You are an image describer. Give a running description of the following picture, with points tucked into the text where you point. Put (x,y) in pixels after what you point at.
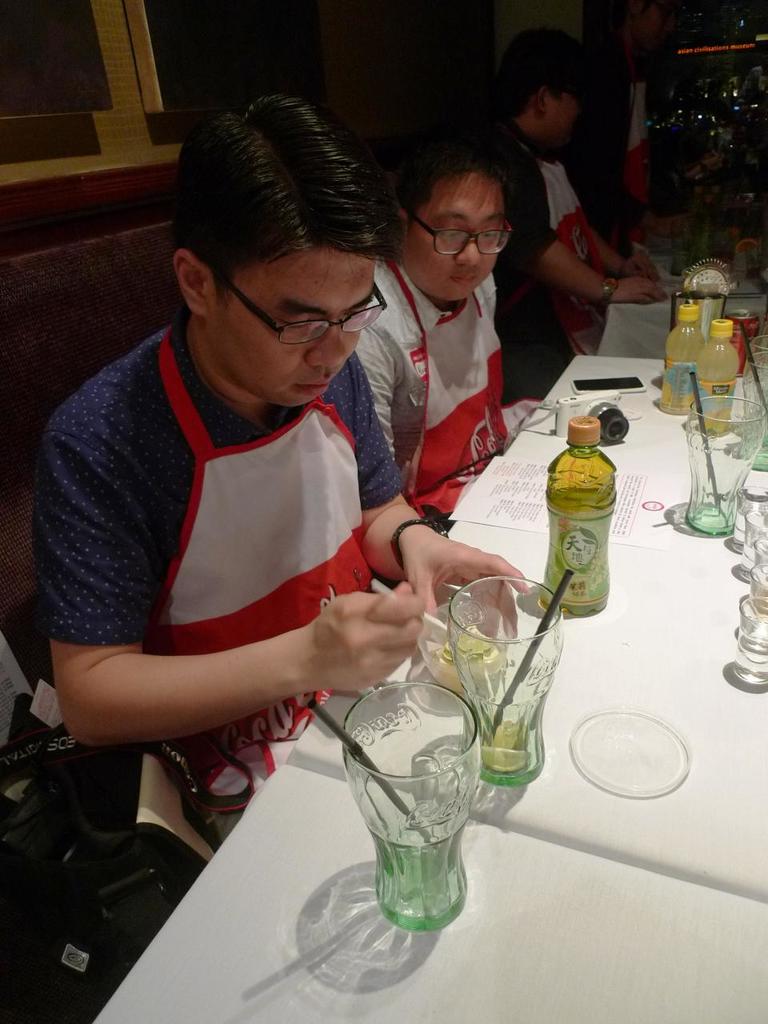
There are few people (279,450) sitting on the chair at the table (718,693). On the table (723,600) we can see glasses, bottles (583,490), mobile phone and a paper (491,490).
